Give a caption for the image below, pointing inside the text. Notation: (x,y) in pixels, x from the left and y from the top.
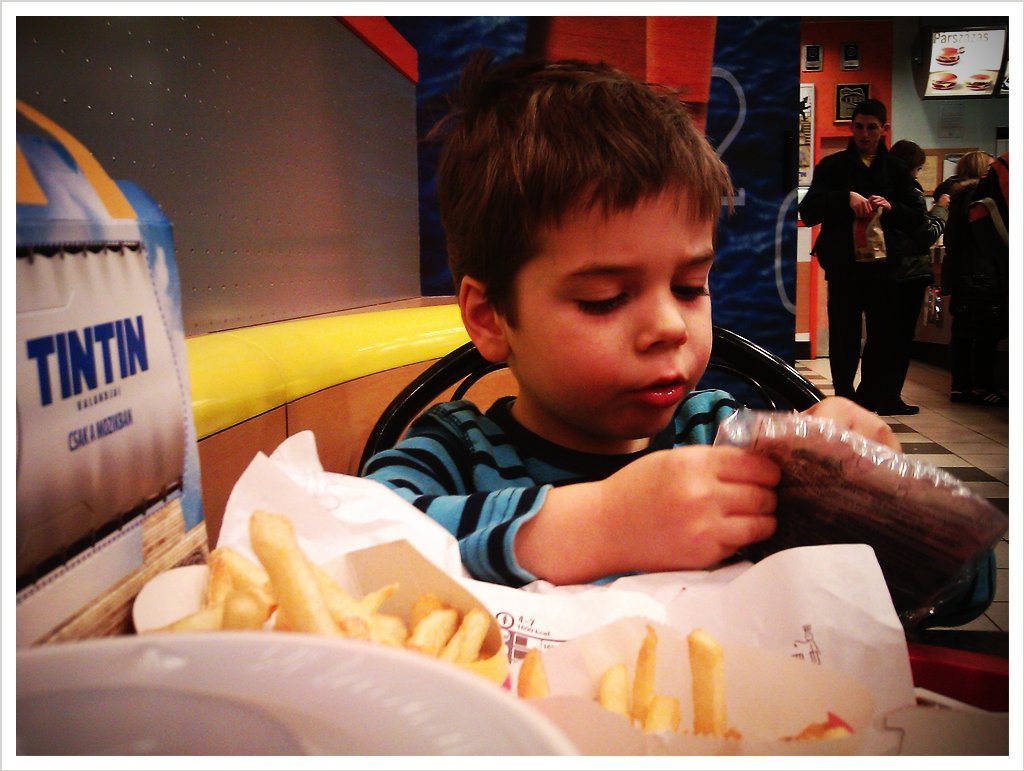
In this image I can see a boy (557,477) is sitting on a chair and I can see he is wearing t shirt (499,479). I can also see he is holding a packet of food (833,475). Here I can see number of french fries (306,602), few white colour papers (502,596) and here I can see tintin is written. In the background (844,178) I can see few people (840,202) are standing, a board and on this wall (825,84) I can see few things (864,97).
